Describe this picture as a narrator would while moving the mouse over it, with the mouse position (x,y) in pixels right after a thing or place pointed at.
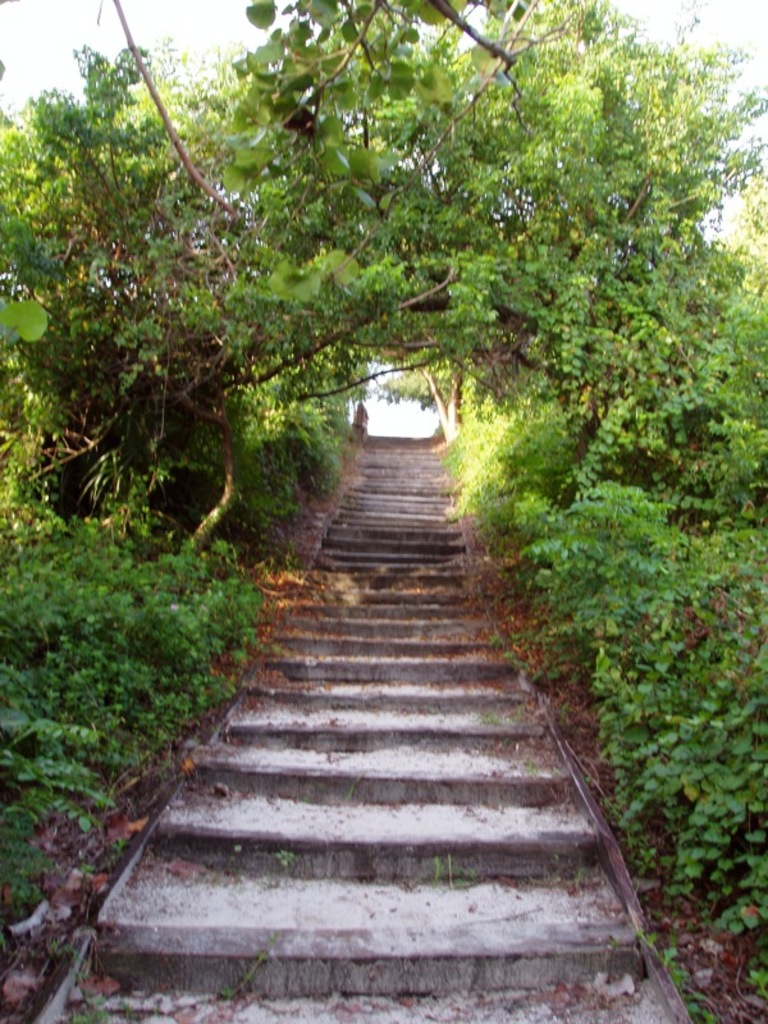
In this image I can see steps (260,710), plants (559,122) and the sky (235,30) in the background (223,52).
